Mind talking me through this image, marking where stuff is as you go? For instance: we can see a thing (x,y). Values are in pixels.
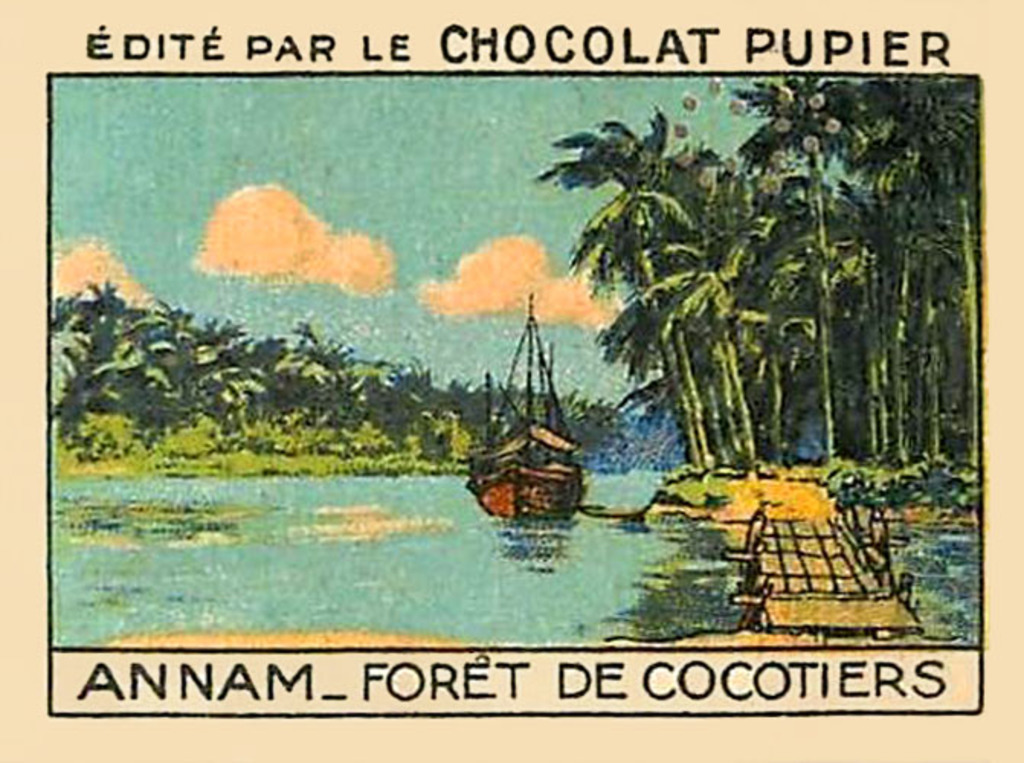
In this image I can see the boat (521,505) on the water (415,524). In the background (712,338) I can see few trees (408,376) in green color and the sky (454,234) is in blue and peach color. I can see something written on the image.
